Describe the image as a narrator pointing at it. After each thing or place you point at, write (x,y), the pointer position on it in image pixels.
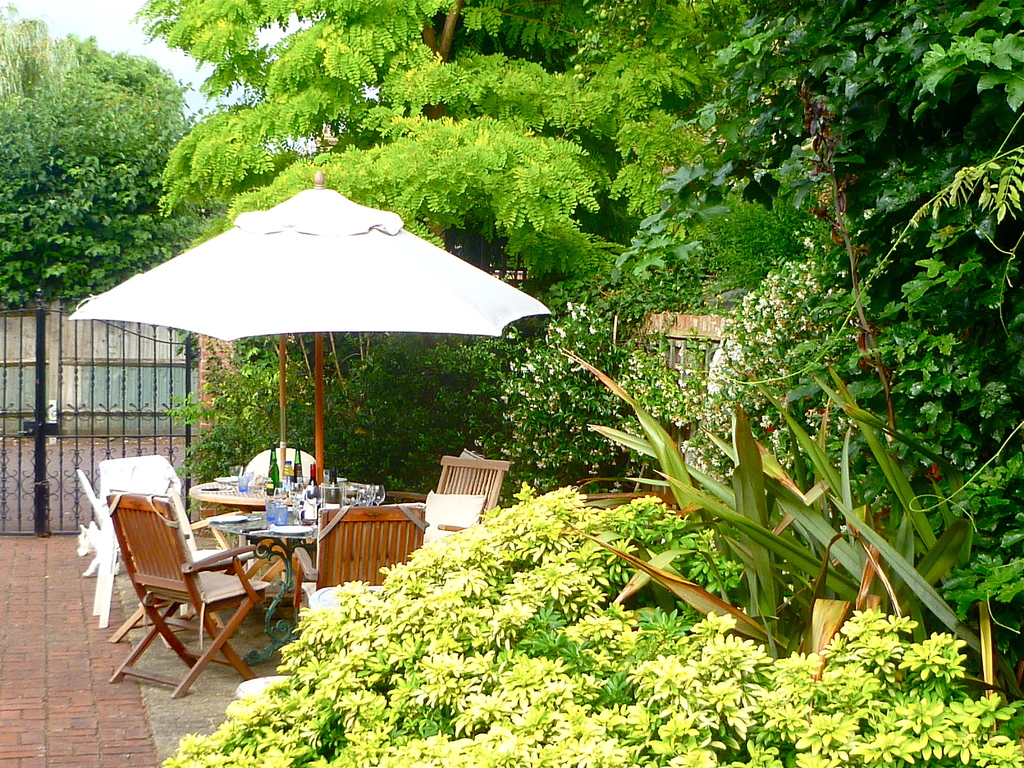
In front of the image there are plants (615,439) and flowers (603,618). There is an umbrella (364,329). Under the umbrella (319,472) there are tables (230,495). On top of it there are bottles (270,483), glasses (244,482) and a few other objects (325,500). There are chairs (244,554). There is a gate (77,460). In the background of the image (212,150) there are trees (394,29) and sky (187,58).
